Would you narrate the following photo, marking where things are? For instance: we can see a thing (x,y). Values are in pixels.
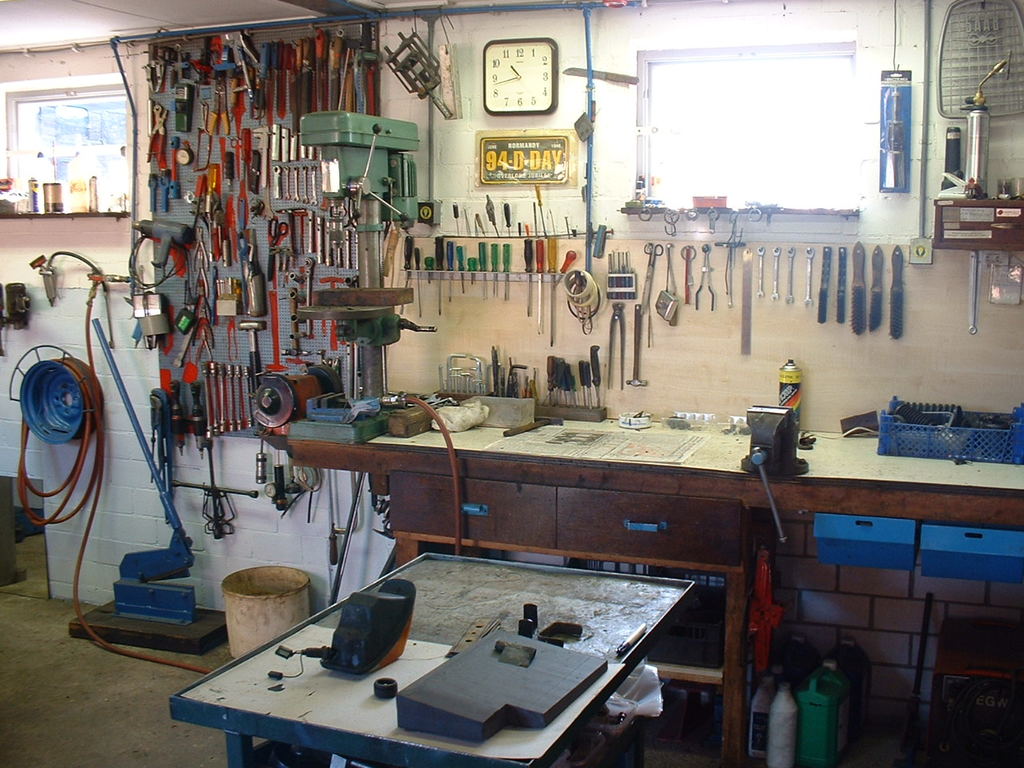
This image consists of a room (400,449) in which there are many tools (552,290). In the front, we can see a clock (555,101) on the wall (874,130). At the bottom (644,620), there is a table (482,495) along with drawers (705,536). At the bottom (63,721), there is a floor (35,673). It looks like a mechanic shop (507,467).
